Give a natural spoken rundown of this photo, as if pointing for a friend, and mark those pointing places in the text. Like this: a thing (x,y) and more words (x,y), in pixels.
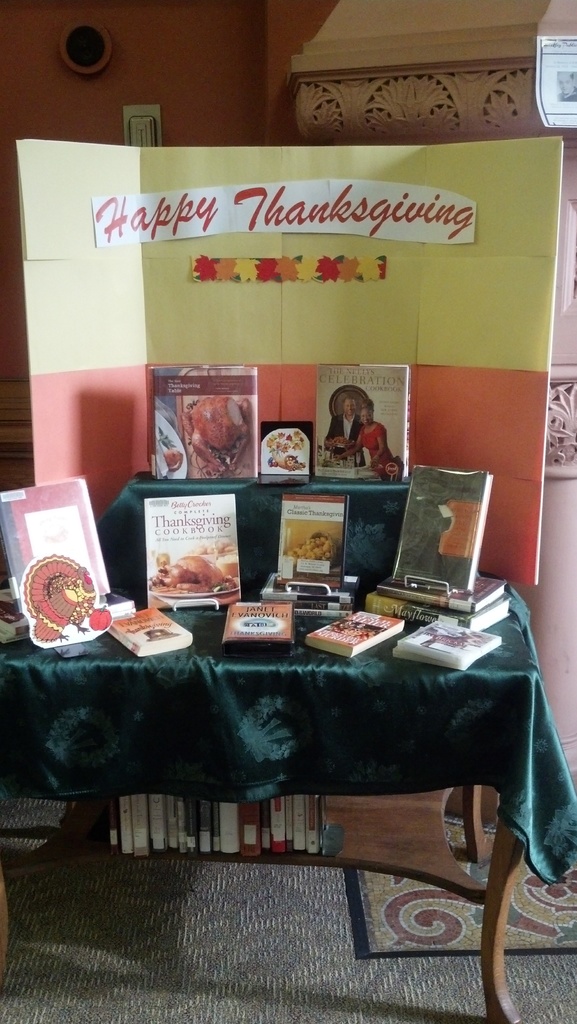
Here in this picture we can see number of books (196,514) present on the table (290,728) and below the table (381,812) also we can see some books (162,805) present in the racks (401,810) and we can see a cardboard (67,164) designed and something pasted on it.
